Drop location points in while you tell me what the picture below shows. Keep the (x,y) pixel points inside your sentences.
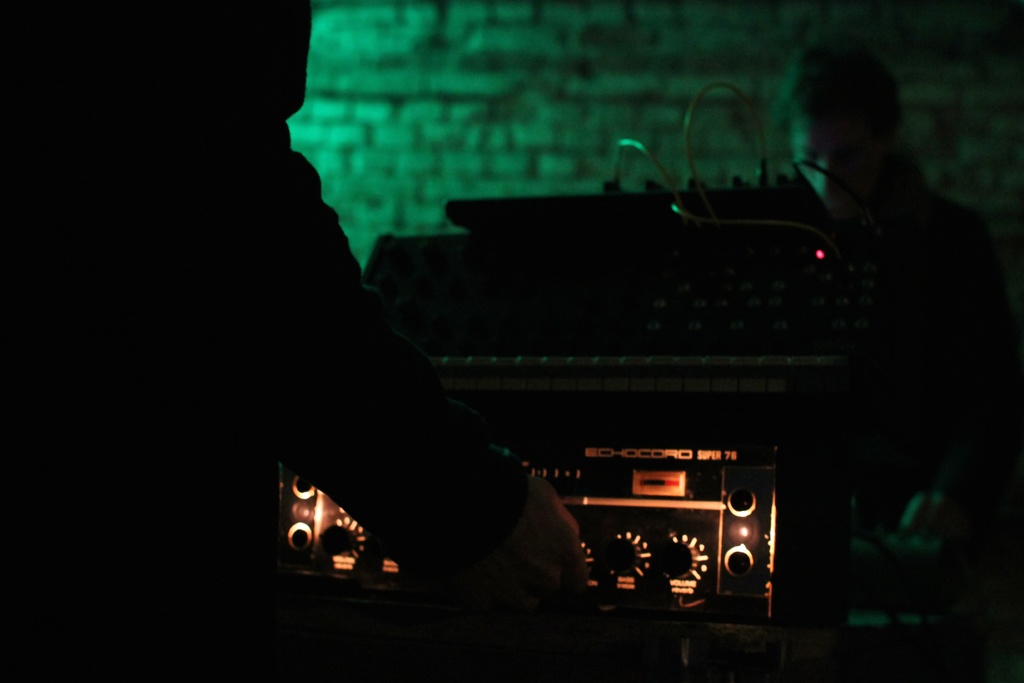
In this picture there is a man (225,381) who is holding an amplifier (681,509), which is kept on the table (768,640). On the right (884,93) there is another man (884,377) who is standing near to the brick wall (970,181). He is doing some work with amplifier (740,253).
